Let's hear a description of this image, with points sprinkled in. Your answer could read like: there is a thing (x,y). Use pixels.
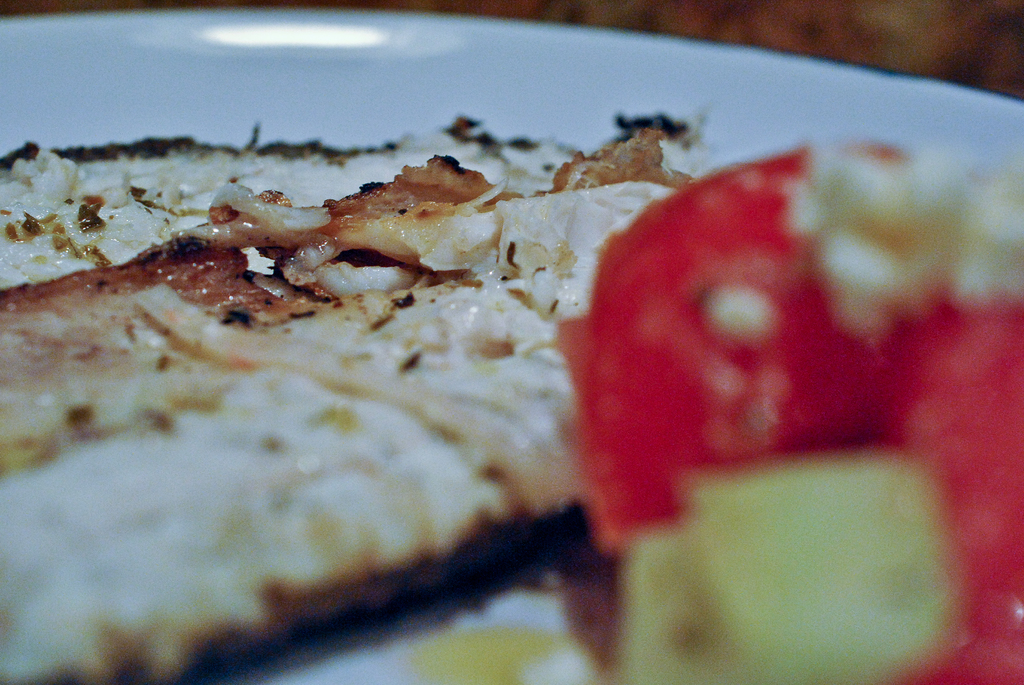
In this image I can see a food (583,306) in the white color plate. Food (766,335) is in white, brown, red, green color.
